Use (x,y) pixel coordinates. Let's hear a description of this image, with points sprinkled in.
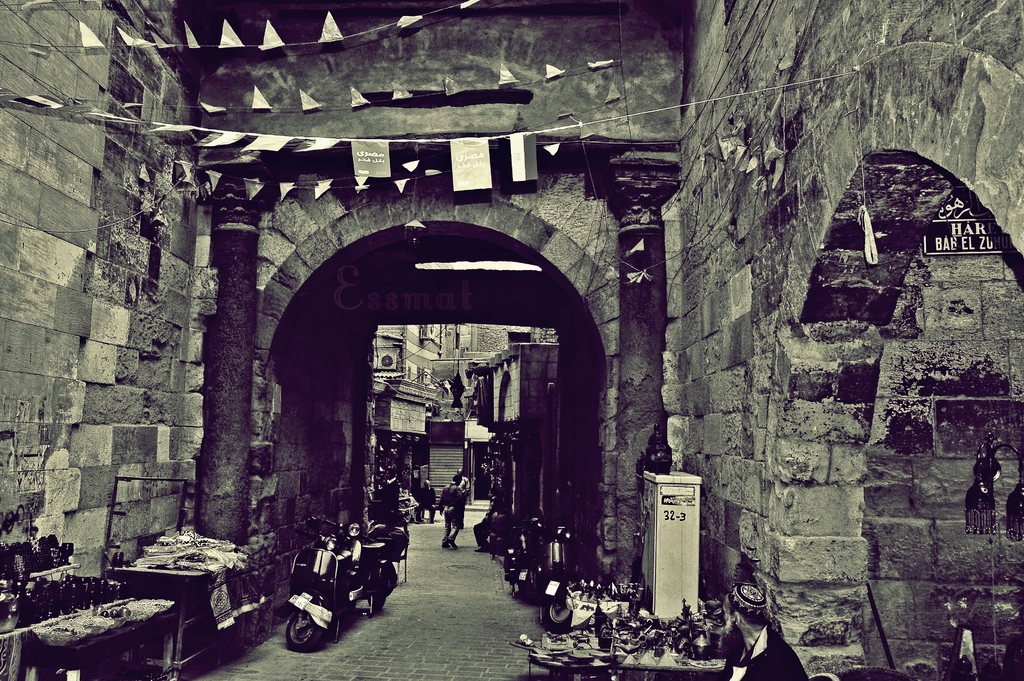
This is a black and white image. In this image we can see brick walls (959,316) and pillars (235,357). Also there are scooters (359,544). And there are tables (543,651). On the tables (532,662) there are many items (63,553). And there is a box (658,527). In the back (469,488) there is a person (447,504) and buildings (426,394).
